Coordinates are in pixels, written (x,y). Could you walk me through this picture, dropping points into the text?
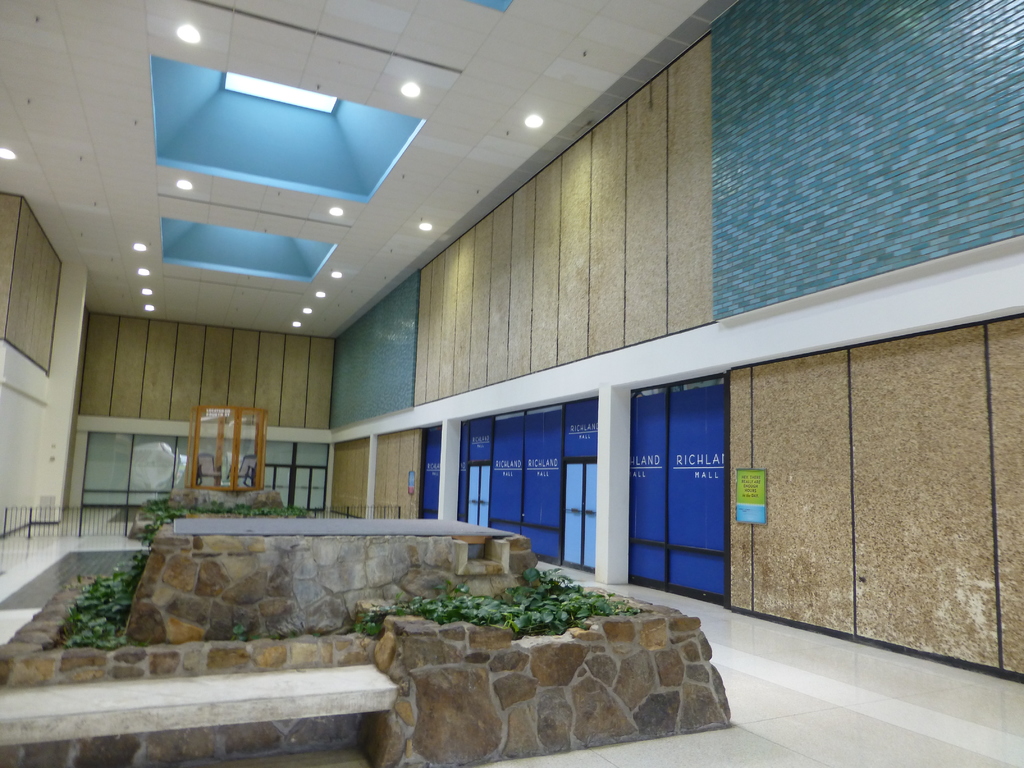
This picture is taken inside the room (804,587). In this image, on the right side (1005,348), we can see a wall (820,569), glass door (725,491) and a frame (762,506) is attached to a wall (839,596). On the left side (61,372), we can also see a wall (58,432). In the middle of the image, we can see a wall (505,729) which is made of stones (501,640), plants (566,611). In the background (273,482), we can see a glass door (280,474). At the top (289,80), we can see a roof (345,181) with few light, at the bottom (780,739), we can see a floor (841,716).
